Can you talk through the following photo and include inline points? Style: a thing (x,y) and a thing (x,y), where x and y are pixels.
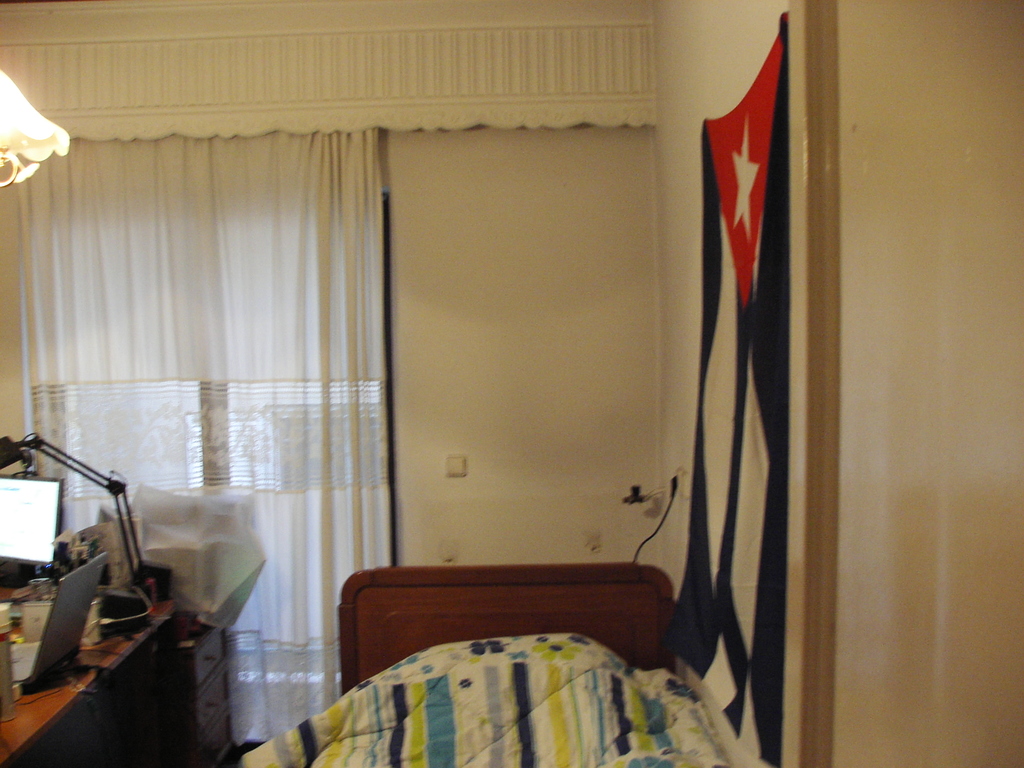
In this picture we can see a bed (457,678) and on the left side of the bed (447,674) there is a desk (84,666) and on the desk (46,699) there is a laptop (55,644), stand (130,587), monitor (45,541) and other objects (68,557). Behind the desk (106,647) there is a curtain (132,365) and a wall (505,278). On the left side of the desk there is a light (20,172).
